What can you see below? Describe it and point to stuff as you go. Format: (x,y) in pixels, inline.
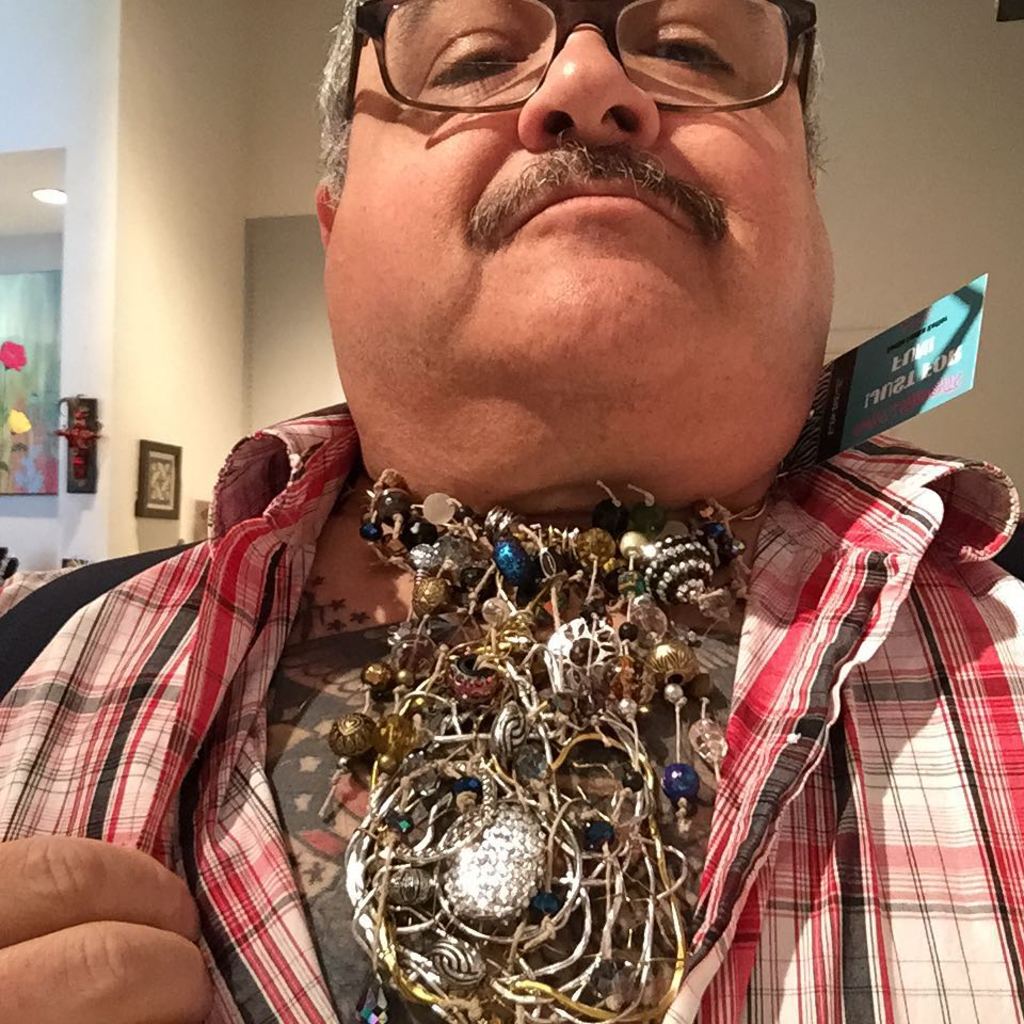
In the center of the image (446,566), we can see a person (612,251) wearing glasses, chains (546,663), a bag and we can see a tag (848,413). In the background (137,329), there are frames (18,347) placed on the wall (164,312) and there is a light (67,195).
